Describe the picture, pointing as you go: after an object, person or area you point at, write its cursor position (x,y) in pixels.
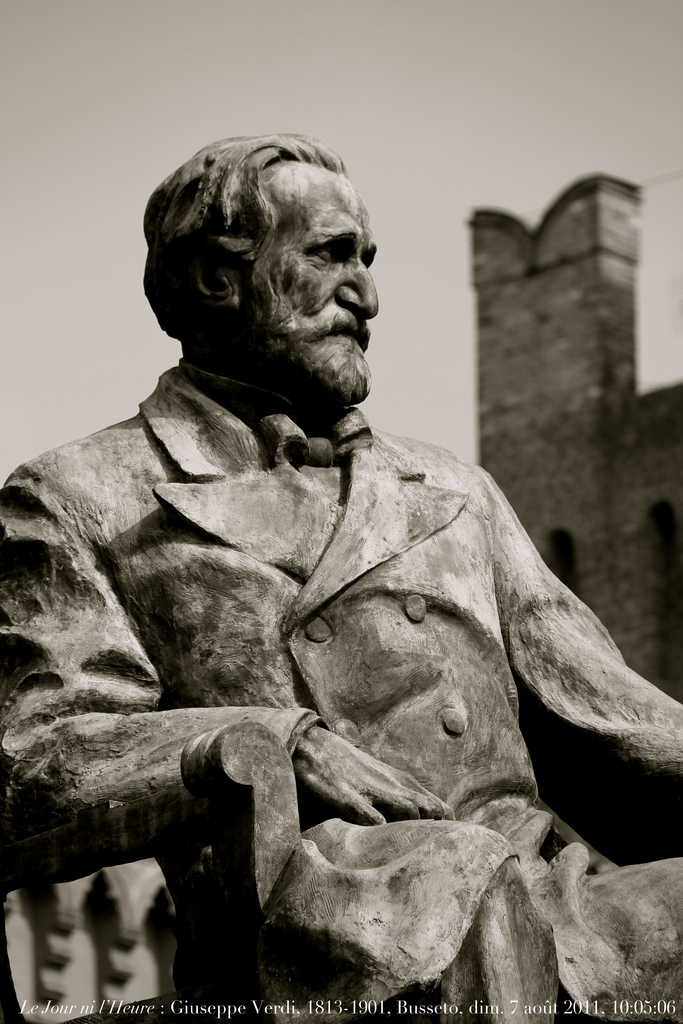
In the image there is a sculpture (207,468) and the background of the sculpture (200,263) is blur.
